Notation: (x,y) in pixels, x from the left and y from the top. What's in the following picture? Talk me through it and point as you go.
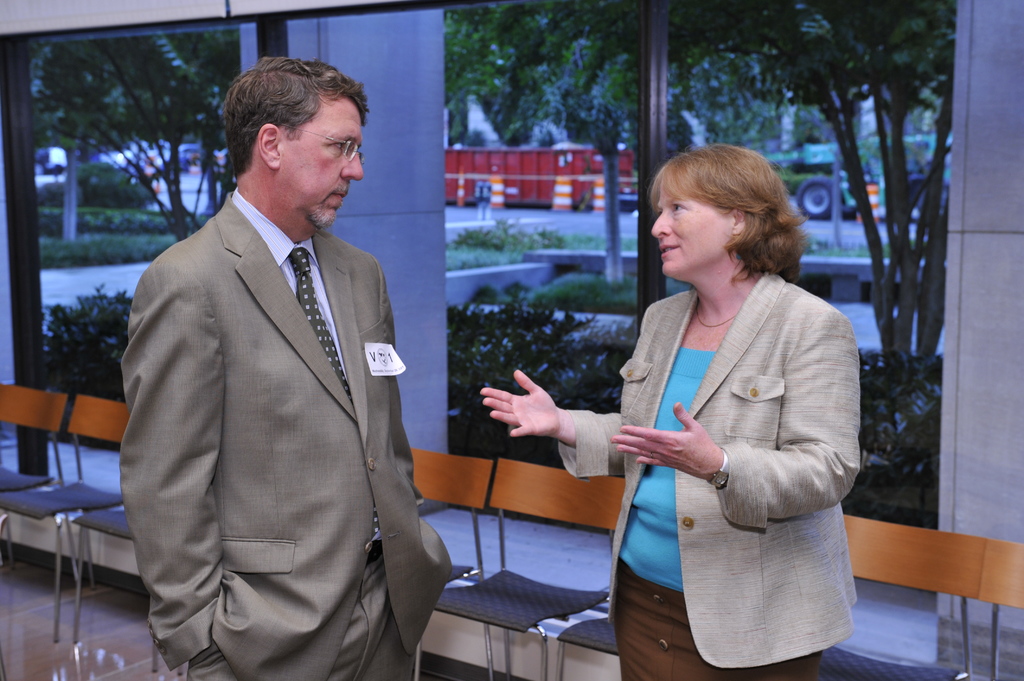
In this picture we can see a man (373,331) and a woman (694,453) are standing, there are some chairs (954,539) in the front (58,451), in the background (623,124) we can see a container (518,169), a vehicle (805,190), some trees (472,52), plants (832,244) and a person (477,198), it looks like a glass (447,39) in the middle (446,344).
